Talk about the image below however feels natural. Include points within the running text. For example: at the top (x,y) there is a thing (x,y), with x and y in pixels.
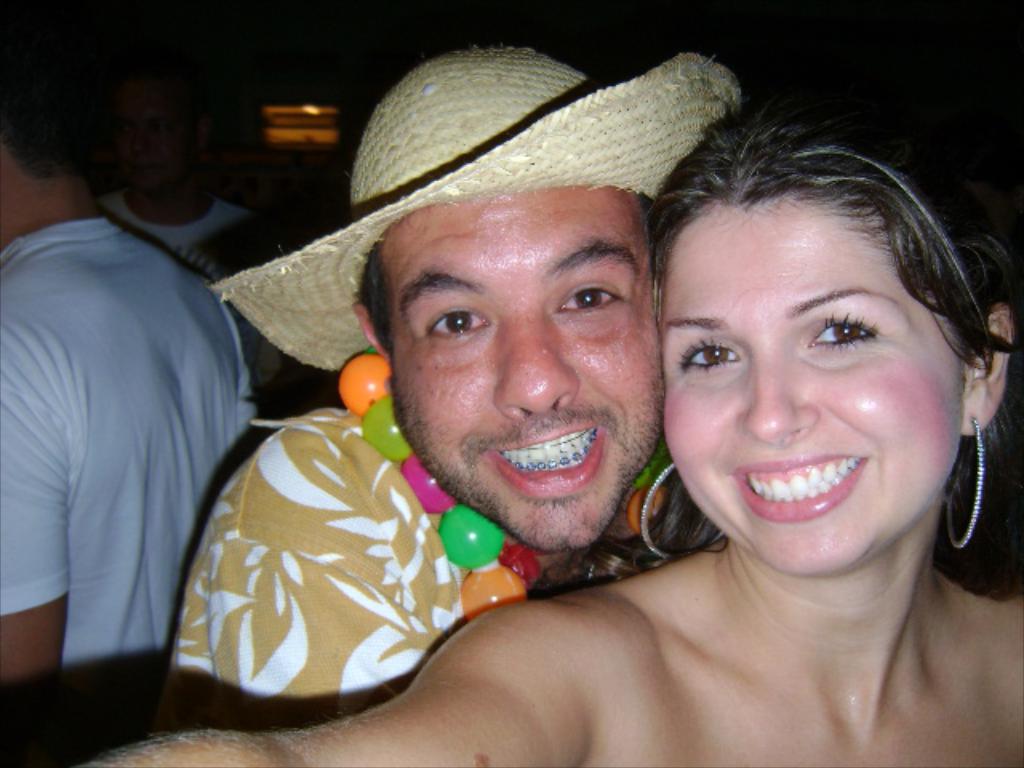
In this image I can see few persons (310,500), the person (298,455) in front (291,470) wearing yellow and white color shirt (347,461) and the person (130,241) at left (55,362) wearing white color shirt (184,360). Background (248,112) is in black color.
